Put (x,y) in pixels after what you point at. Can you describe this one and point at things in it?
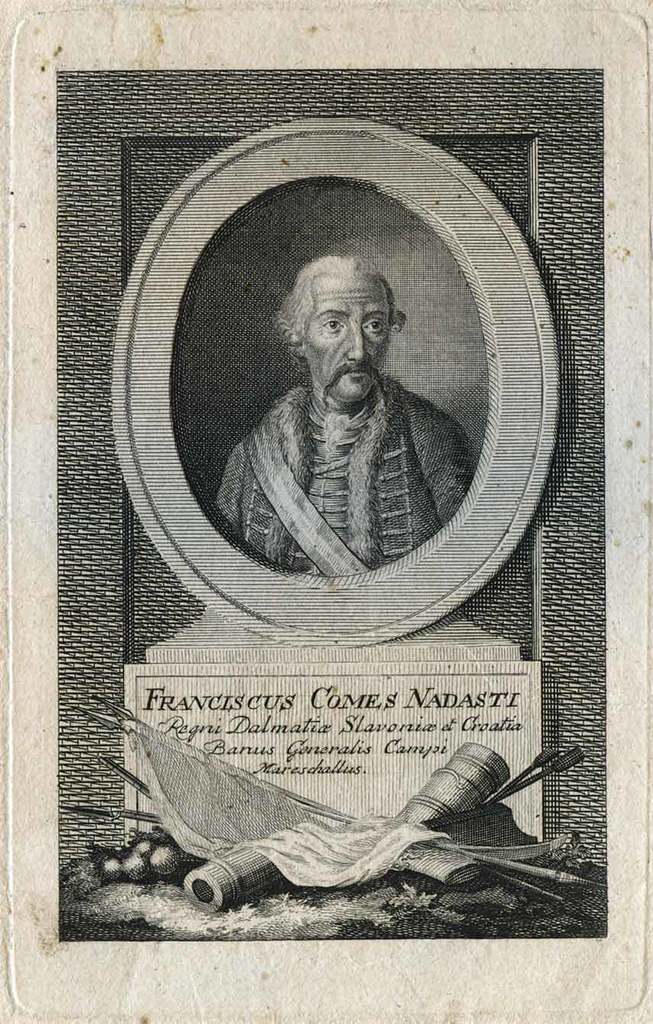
Here we can see memorial poster (456,618) of a person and there are objects (353,851).
